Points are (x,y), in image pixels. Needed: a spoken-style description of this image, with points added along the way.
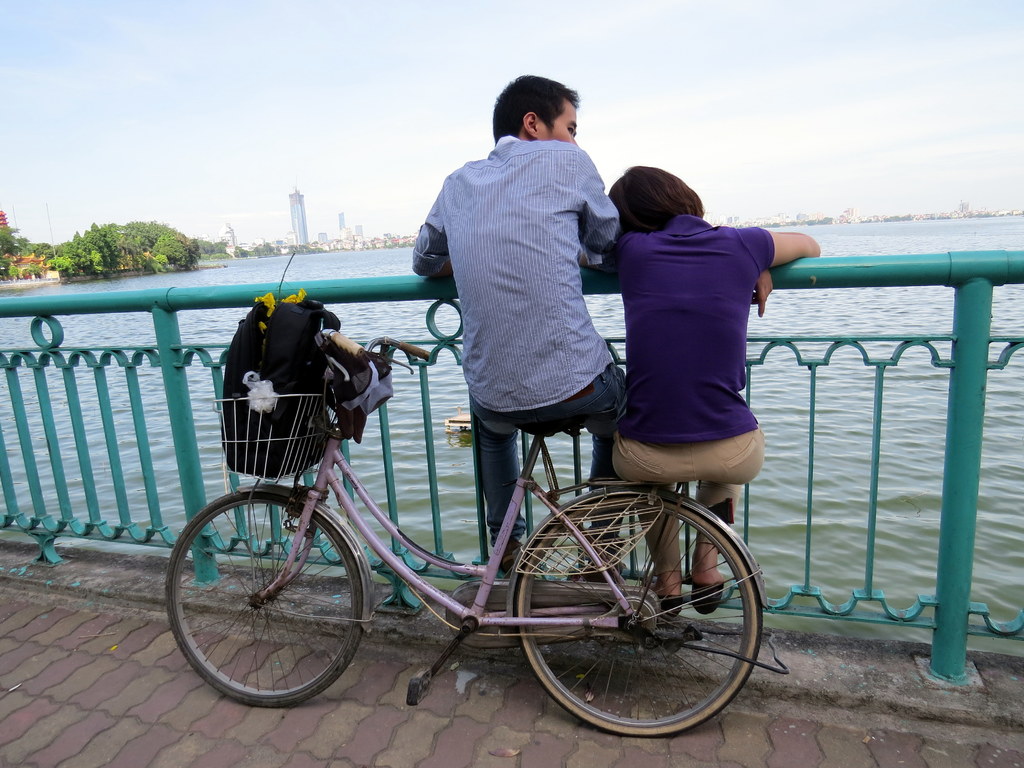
This is the picture of the outside of the city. The two persons (490,490) are sitting on a bicycle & On the background (925,234) we can see there is a beautiful sea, trees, some buildings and sky (852,200). The blue color shirt person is holding a bridge rod (58,360).
